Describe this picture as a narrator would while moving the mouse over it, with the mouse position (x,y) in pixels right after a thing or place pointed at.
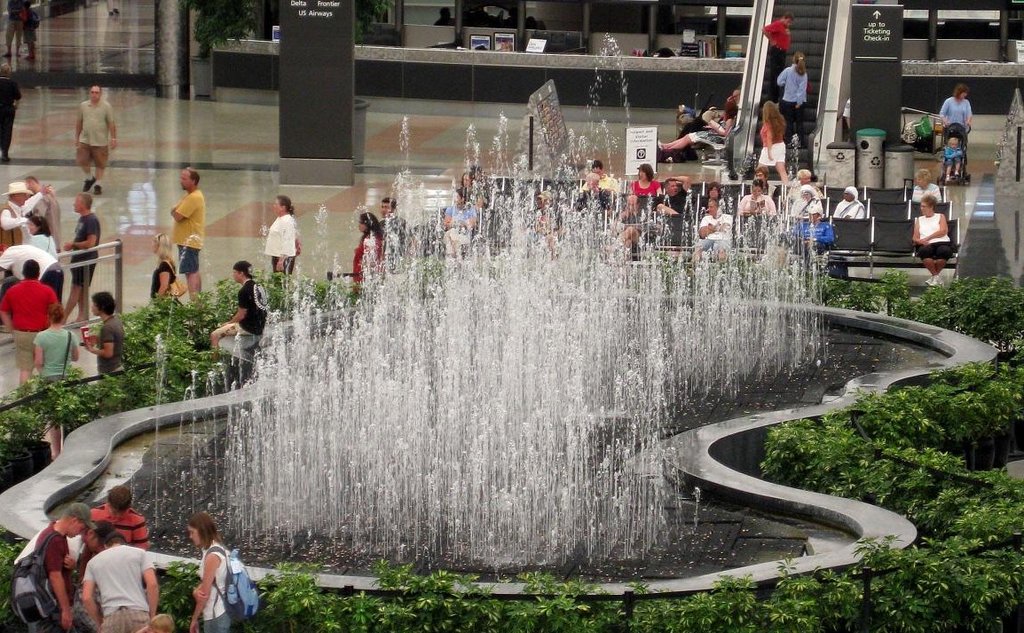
In this image we can see a fountain (533,386), around the fountain (602,325) people (74,346) are standing and sitting on the black chair (896,231). Background of the image (414,56) counter (545,66) is there and escalator (810,52) is present and around the fountain (546,379) plants (54,422) are present.
